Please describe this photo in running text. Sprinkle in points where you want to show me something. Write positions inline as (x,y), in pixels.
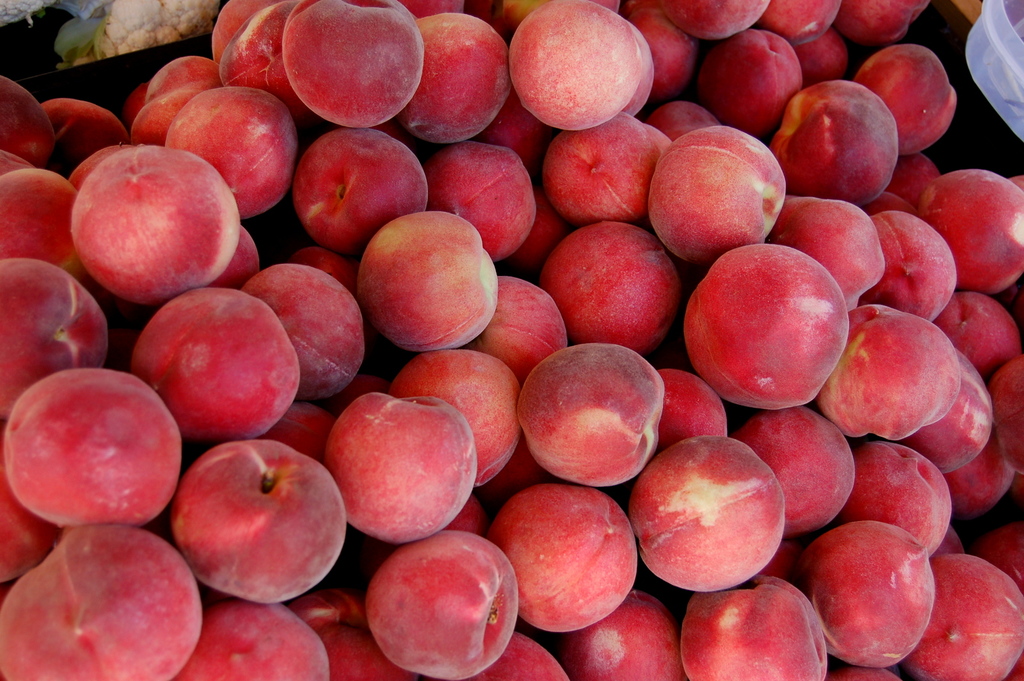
In this picture I can see fruits (319,364) and I can see a plastic box (997,51) on the top right corner of the picture (1018,69) and looks like a cauliflower (112,45) on the top left corner of the picture (57,43).
